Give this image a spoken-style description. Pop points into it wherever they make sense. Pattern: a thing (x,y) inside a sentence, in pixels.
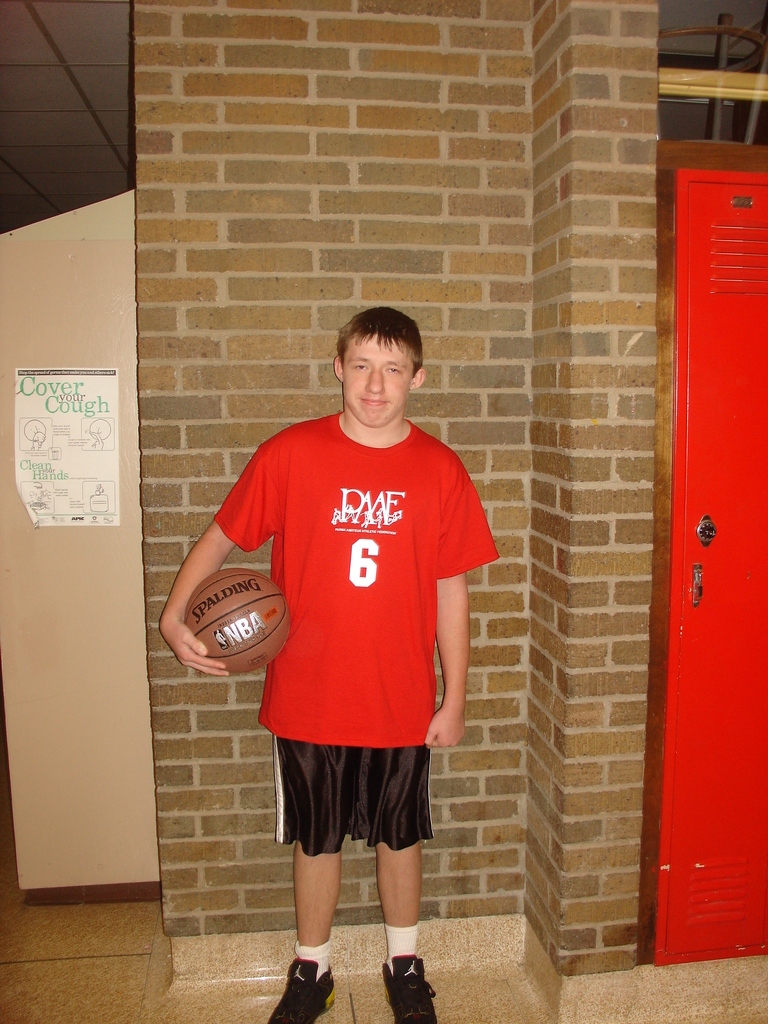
In this picture we can see a person (321,721) holding a ball (235,628) and standing on the ground (386,1016). We can see a brick wall (225,727). There is a poster (73,380) on a white object (75,792). We can see a red object (749,388) on the right side (749,493). There are a few objects (747,36) visible on top of the picture (687,69).
